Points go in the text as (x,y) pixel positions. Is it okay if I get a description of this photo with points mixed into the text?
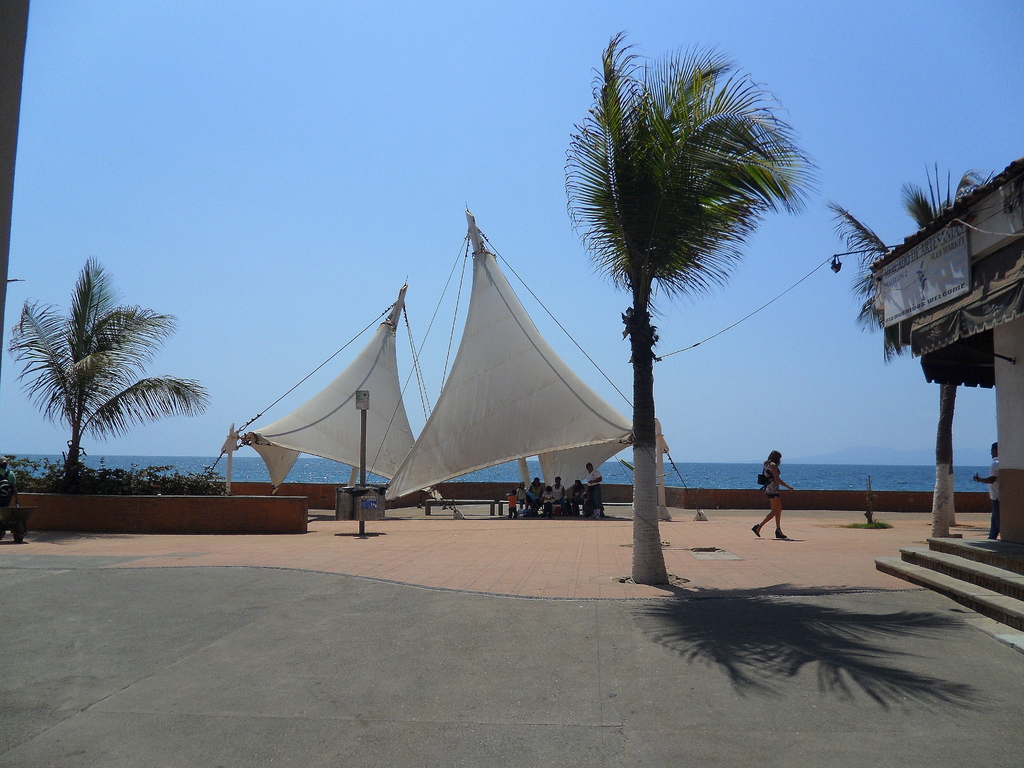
This image is taken outdoors. At the top of the image (275,81) there is a sky (585,56). At the bottom of the image (431,620) there is a floor (472,630). On the right side of the image (997,254) there is a house (980,316) with walls (980,237) and a roof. There is a board (938,289) with a text (924,298) on it. There is a tree (935,499) and a man (993,534) is standing on the floor (962,526). In the middle of the image (527,383) there are two tents (464,425), two trees (649,530) and a few plants (60,488). A few people (595,497) are sitting on the bench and a woman (773,453) is walking on the floor (748,561).
